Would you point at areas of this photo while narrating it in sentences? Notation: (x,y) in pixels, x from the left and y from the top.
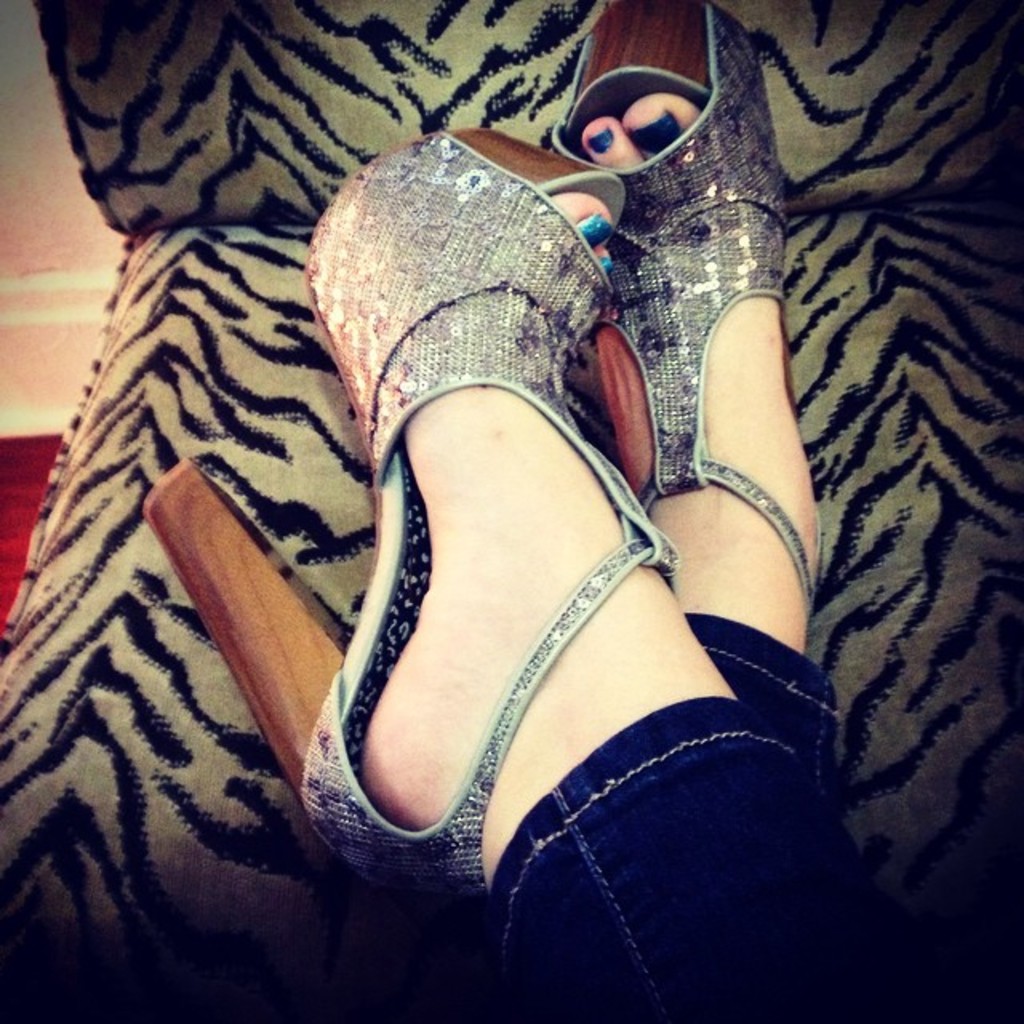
In this image I can see the cream and black colored chair (276,429) and on it I can see person's legs (733,749) wearing footwear (616,207). I can see the wall (109,227) and the floor (29,446) in the background (29,446).
